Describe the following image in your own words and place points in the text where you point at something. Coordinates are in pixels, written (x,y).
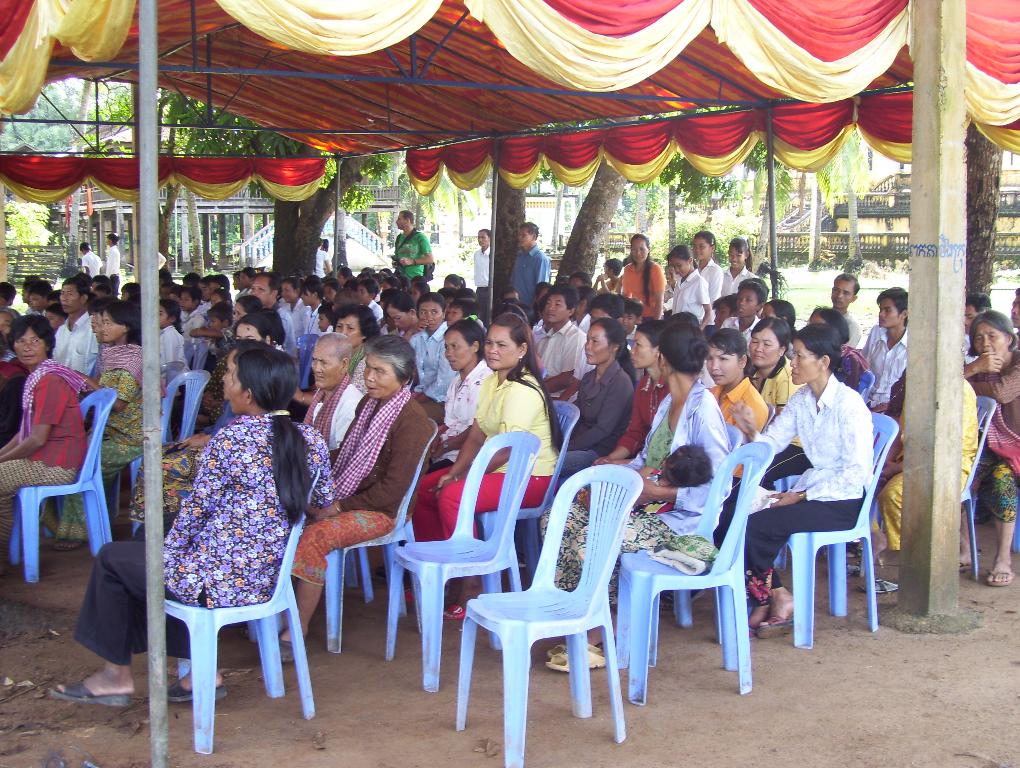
In this image there are group of people (446,381) sitting in chairs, and in background (605,181) there is tent (466,13), tree (604,205), building (377,230), pole (140,207).
